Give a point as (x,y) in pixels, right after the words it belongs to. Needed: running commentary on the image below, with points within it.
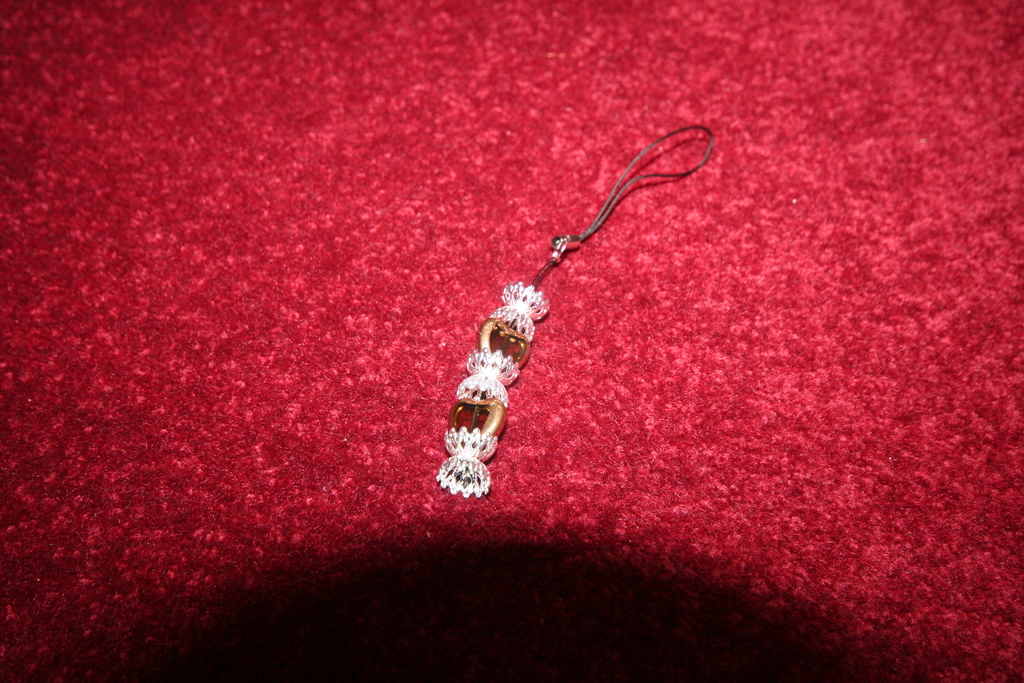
In this image there is a decorative object (471,359) on the cloth (384,408) which is in red color.
